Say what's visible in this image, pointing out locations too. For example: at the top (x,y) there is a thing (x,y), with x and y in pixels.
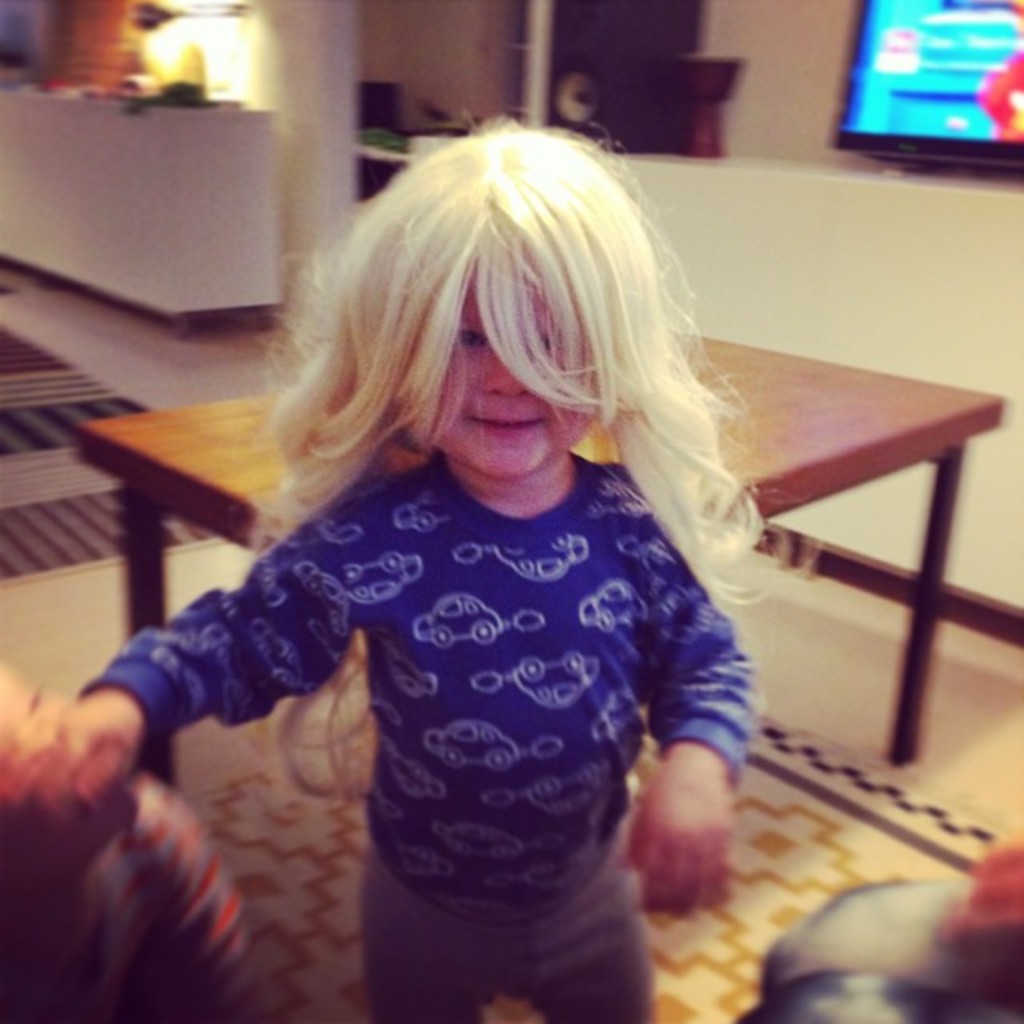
In this image I can see a small girl (549,621) with long white hair (658,405). She is wearing a blue color T-Shirt (452,634) and grey color trouser (598,948). Behind the girl (713,520) I can see a table (915,456). At the background (792,347) I can see white desk (876,237) at which television (901,157) is placed on it at the right (950,72) corner of the image I can see a speaker (626,91) beside the television (860,79). I can see a carpet (75,530) on the floor (34,587) which is brown in color.
